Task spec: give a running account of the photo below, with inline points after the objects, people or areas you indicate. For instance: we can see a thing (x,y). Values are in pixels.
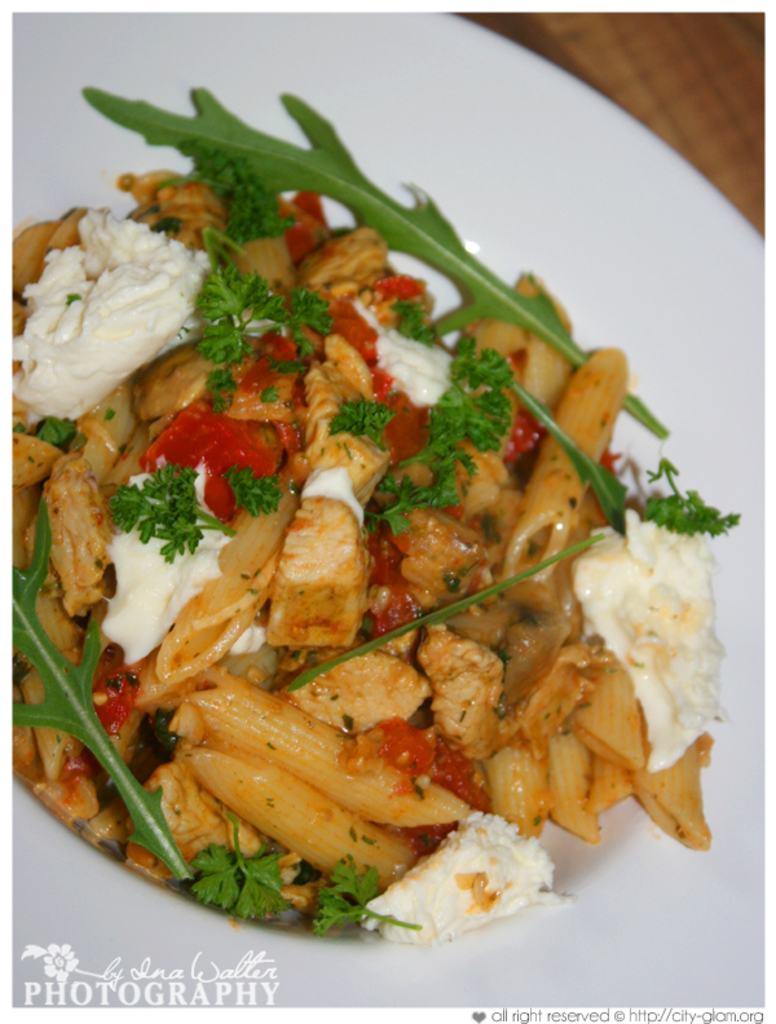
There is a food item (273,424) is kept in a white color plate (645,206) as we can see in the middle of this image (388,596). There is a logo (193,972) present at the bottom of this image (170,978).
